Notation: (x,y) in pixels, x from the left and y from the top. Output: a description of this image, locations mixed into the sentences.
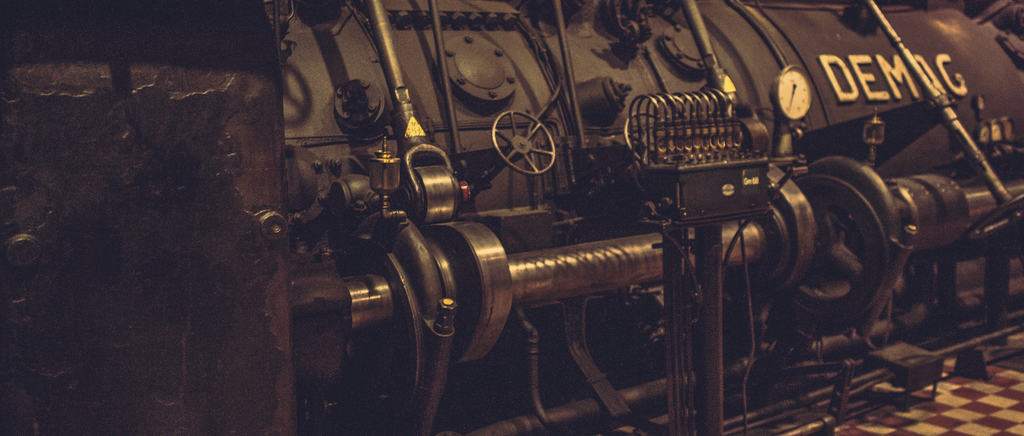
This image looks like it is clicked in a factory (803,95). In the front (497,136), there is a machine (985,227) made up of metal (715,334). At the bottom (952,423), there is a floor (1017,426).
